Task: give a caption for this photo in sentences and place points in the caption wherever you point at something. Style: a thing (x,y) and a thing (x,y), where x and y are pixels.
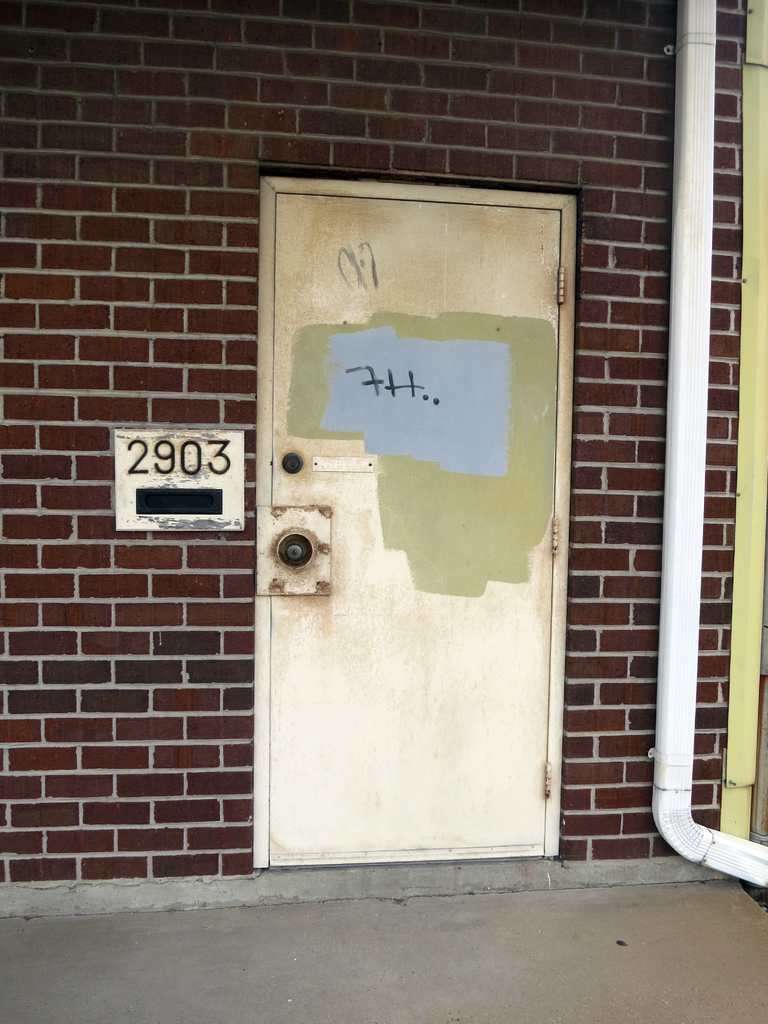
In this image we can see a door (360,523). On the left side (229,503) we can see board (198,519) on a wall (213,420) with some numbers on it. On the right side (681,600) we can see a pipe (683,552).
